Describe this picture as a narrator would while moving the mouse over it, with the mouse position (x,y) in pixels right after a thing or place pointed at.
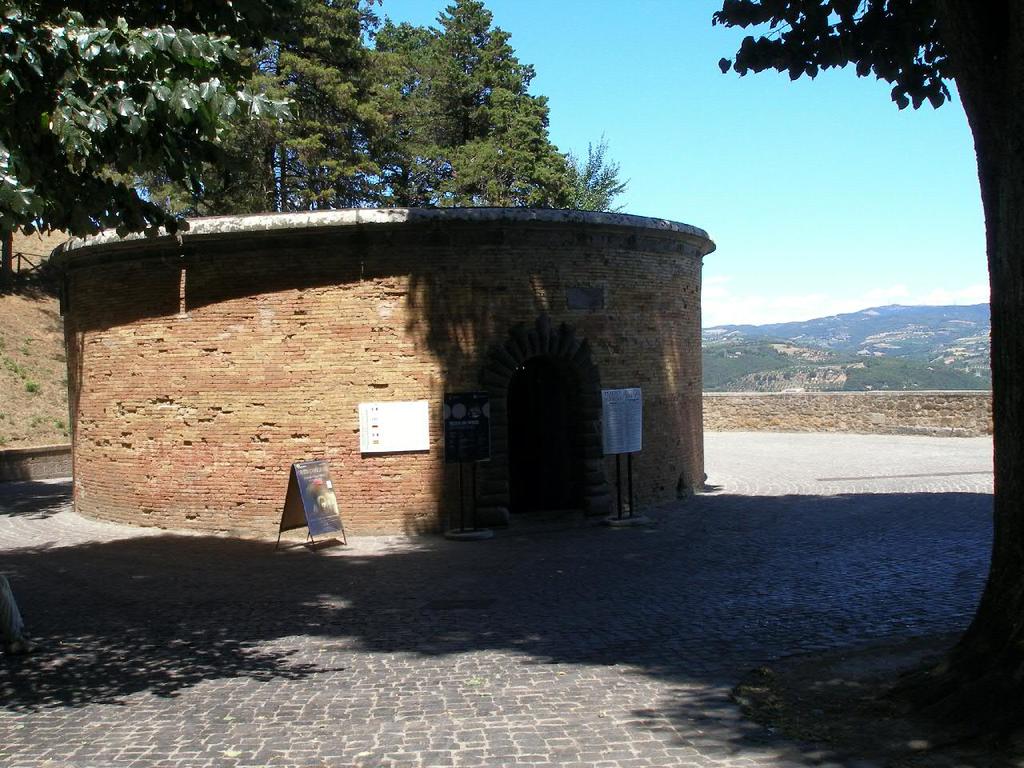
In this image we can see a building (327,428) and there are some boards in front of the building (488,482) and there is a wall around it. We can see some trees (1023,325) and mountains (881,339) in the background (862,317) and at the top (600,99) we can see the sky (734,246).
